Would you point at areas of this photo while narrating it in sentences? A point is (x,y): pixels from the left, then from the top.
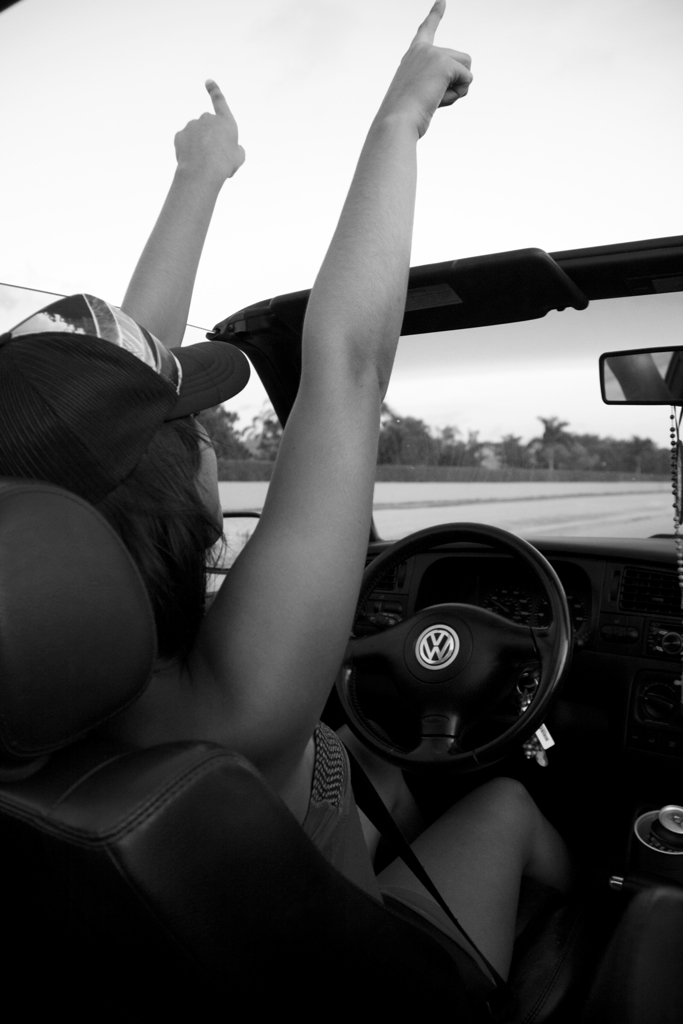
In this picture here we have a lady (333,730) who is sitting in car (517,763) and she is showing her hands (416,112) pointing towards the sky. She wears black cap (177,361) and seat belt (395,832). And in the background (444,448), we have trees (621,451), sky (447,251) and road (582,524).
